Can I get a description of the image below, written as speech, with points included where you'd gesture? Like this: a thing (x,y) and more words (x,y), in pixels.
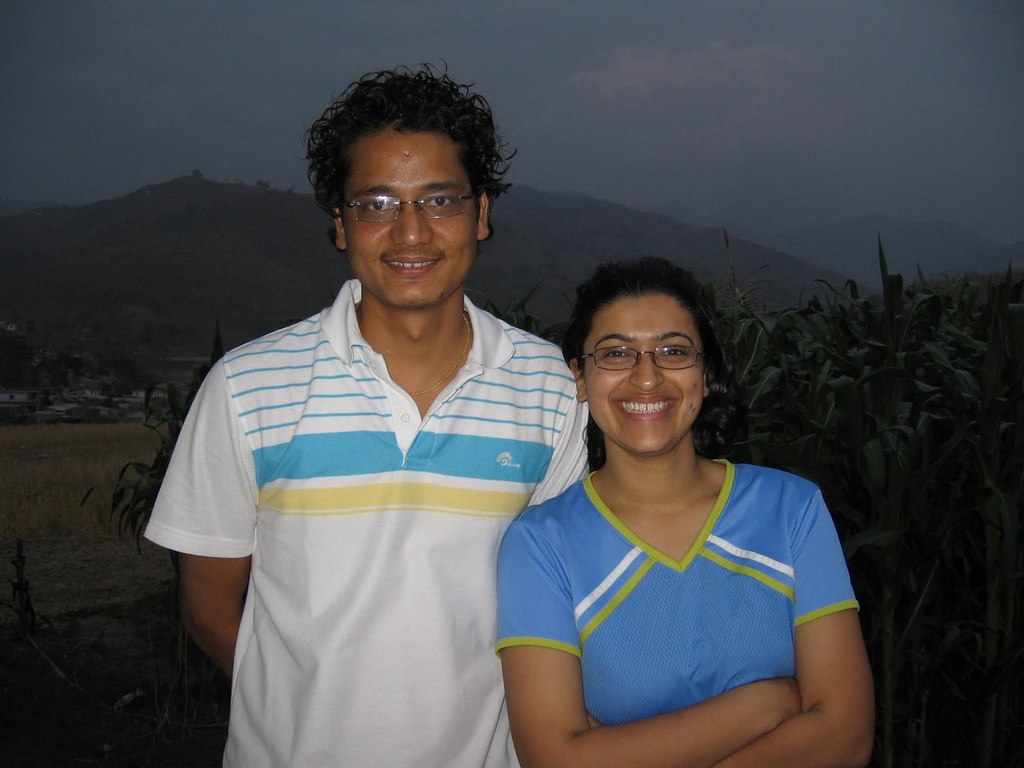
This image consists of two persons (476,596) a man (452,579) and a woman (580,704). The man (306,515) is wearing white T-shirt (326,549). The woman (583,570) is wearing blue T-shirt (580,590). In the background (594,218), there are plants (980,574) along with mountains (594,204). At the top (607,69), there is a sky (607,69).
